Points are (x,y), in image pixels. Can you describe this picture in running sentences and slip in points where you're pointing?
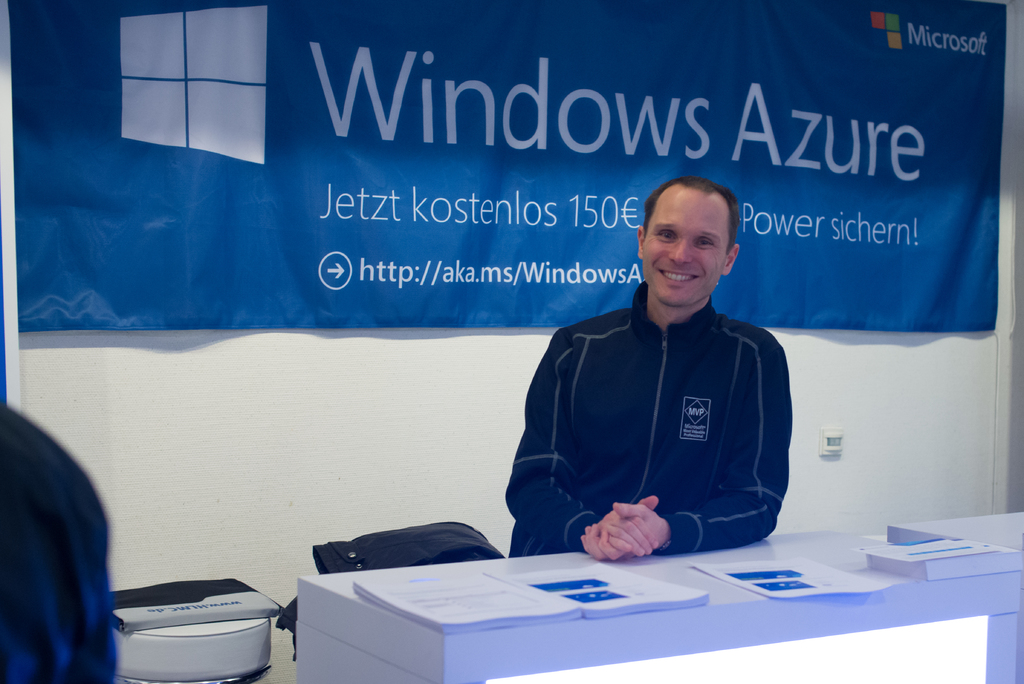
In this image I can see a person (632,551) is smiling. I can see few papers (962,546) on the table (839,610). Back I can see few objects (139,611) and the blue color banner (510,135).
